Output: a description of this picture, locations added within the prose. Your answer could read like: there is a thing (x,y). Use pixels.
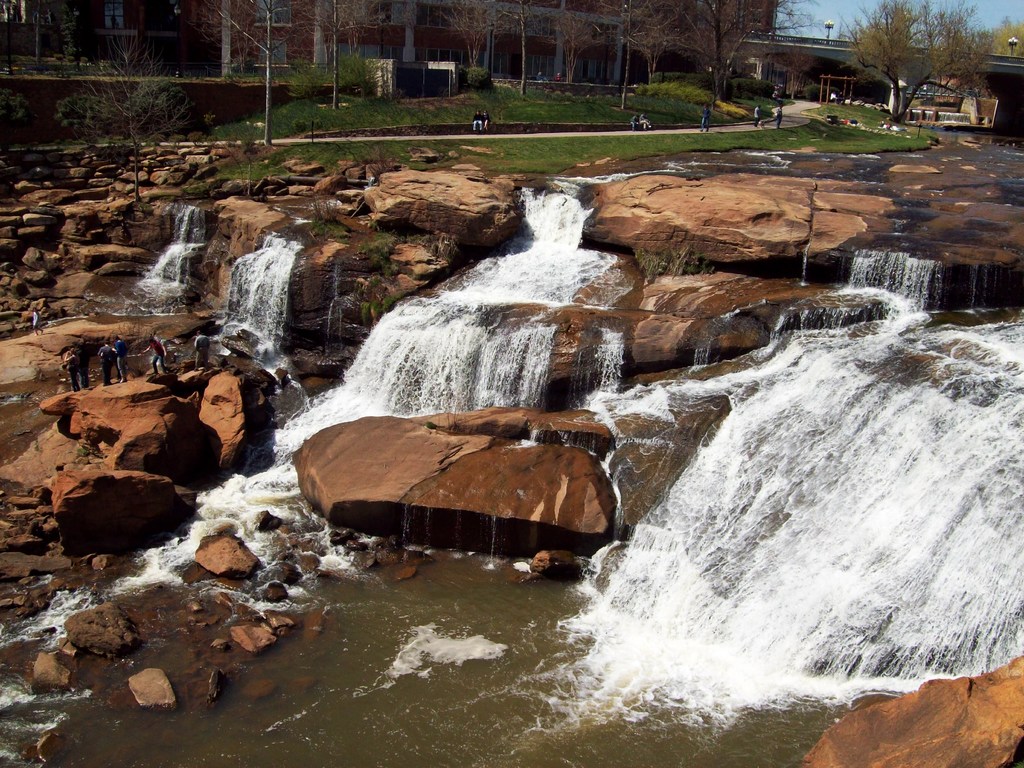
In this image we can see water (966,339) flowing on stones (590,372). In the background of the image (587,72) there are buildings (587,72), trees (715,99), grass (825,105), people (838,95).
